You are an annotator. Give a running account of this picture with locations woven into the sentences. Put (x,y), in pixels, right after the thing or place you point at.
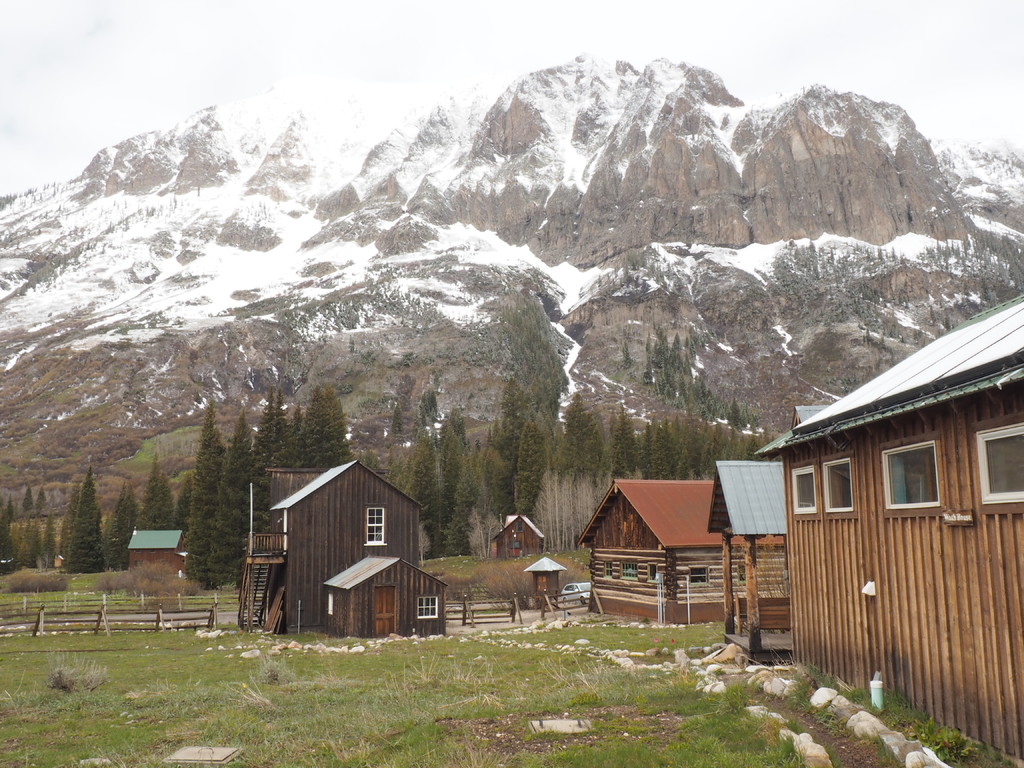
In the image there are few wooden houses (556,566) and around the houses (349,550) there is a lot of grass (274,635) and in the background (97,507) there are many trees (525,431) and behind the trees (237,436) there is a mountain (480,337).
